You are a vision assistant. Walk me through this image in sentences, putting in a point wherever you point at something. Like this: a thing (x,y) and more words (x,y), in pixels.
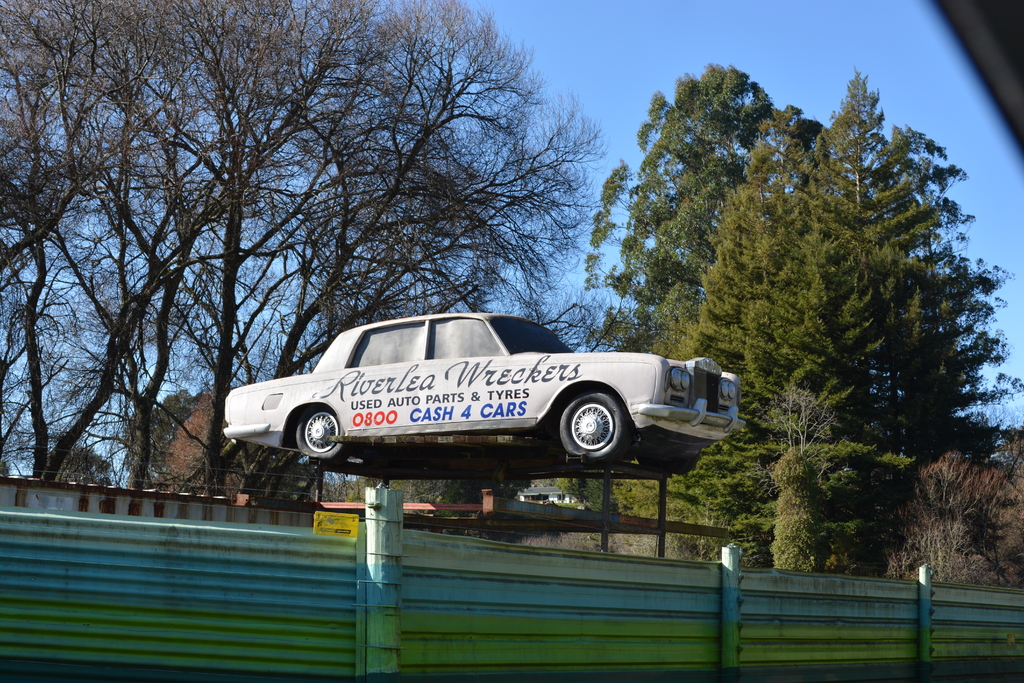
This picture is clicked outside. In the foreground (196,589) we can see the metal fence (567,591) and there is a white color car (579,373) placed on the stand (416,472). In the background (672,64) we can see the sky (669,58), trees (476,247) and a building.
